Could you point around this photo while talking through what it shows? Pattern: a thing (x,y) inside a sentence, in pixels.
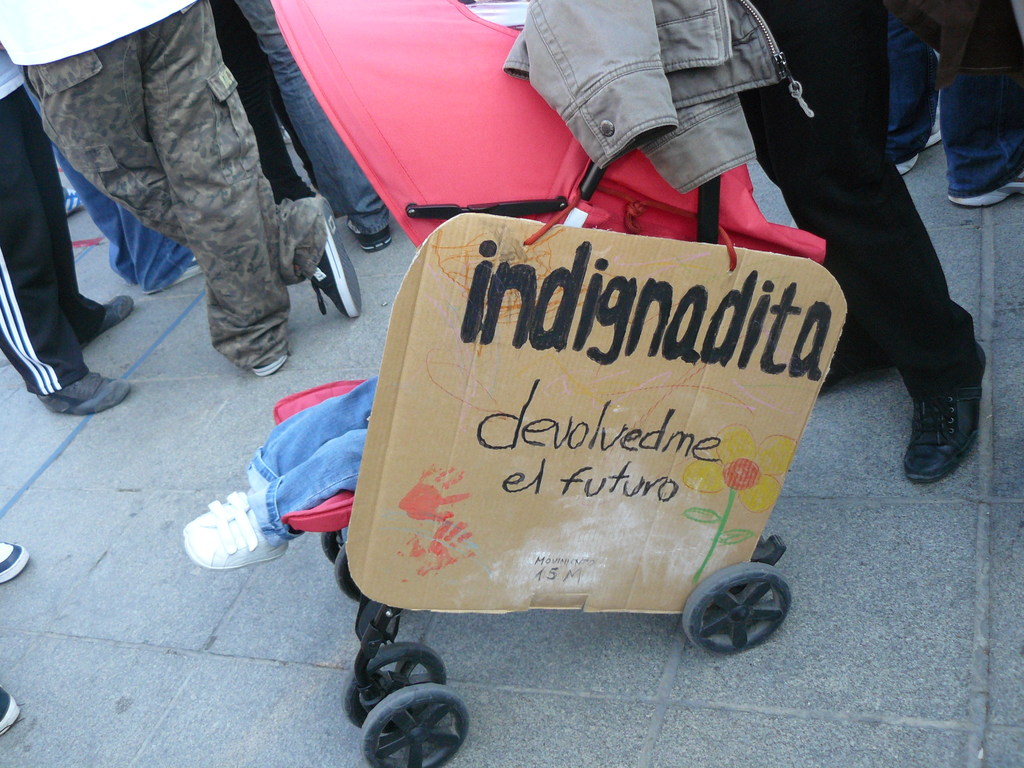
In this picture we can see board (352,568) and cloth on a stroller (606,228). We can see legs (240,241) of people (40,108) on the ground (874,598).
